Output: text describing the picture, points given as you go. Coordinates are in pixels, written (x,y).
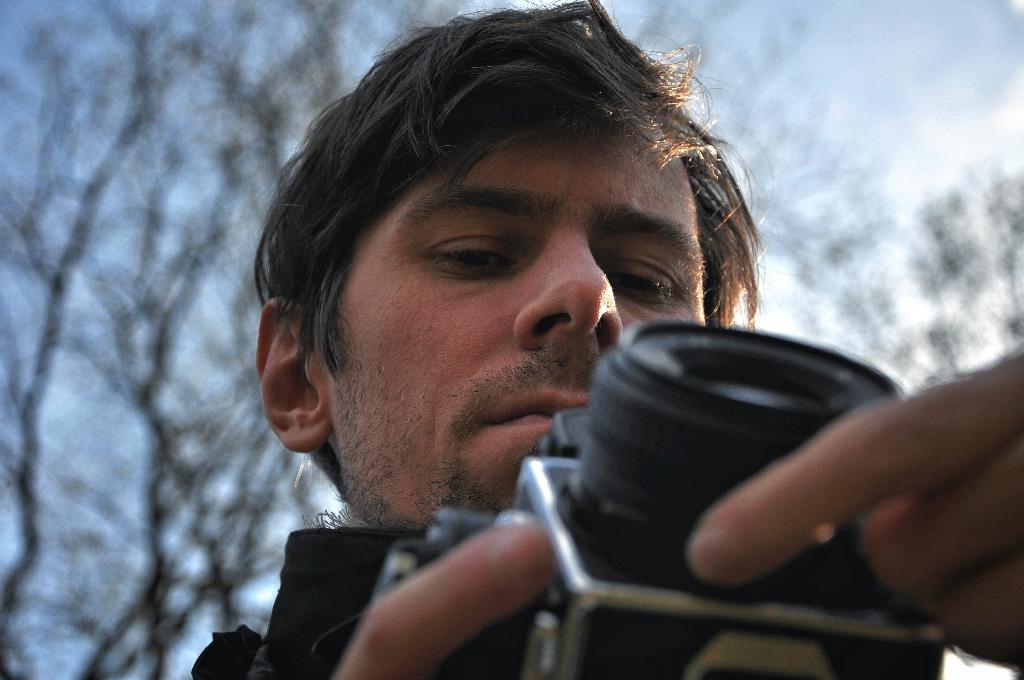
There is a man (467,181) in the image who is holding camera (650,351). On top (236,134) we can see some trees (259,95) and sky (206,100).
